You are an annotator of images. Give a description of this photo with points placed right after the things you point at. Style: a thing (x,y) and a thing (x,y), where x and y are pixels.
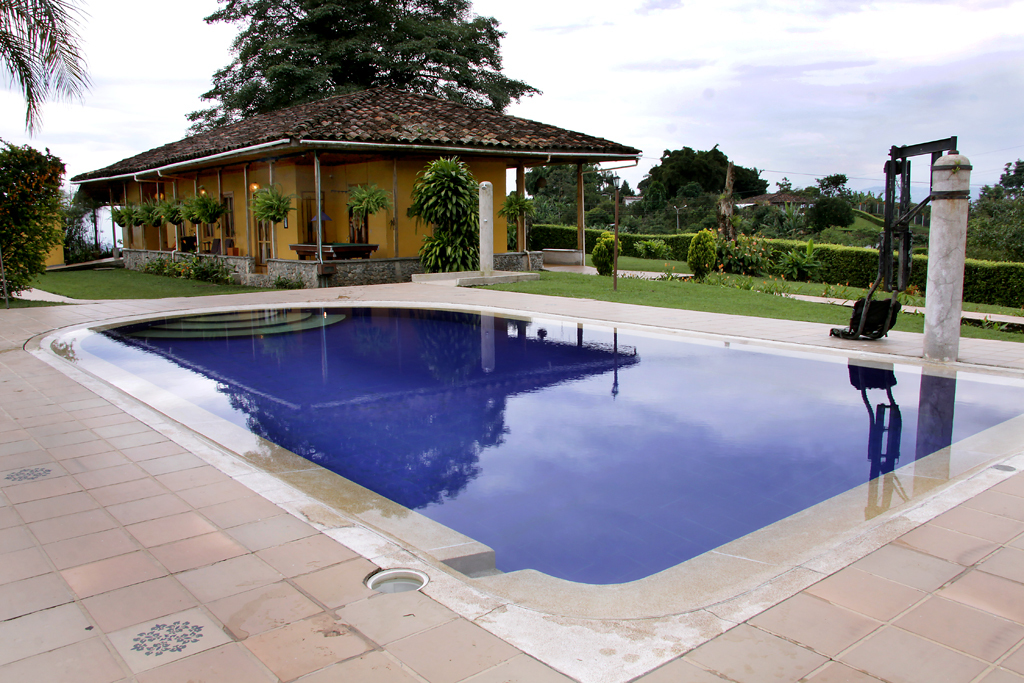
In the picture we can see a swimming pool (616,518) around it, we can see a path (91,476) with tiles (58,411) and behind it, we can see a grass surface (800,306) and a house (282,268) with some pillars (397,222) to it and beside the house (244,266) also we can see a grass surface (775,299) and some plants (750,290) on it and in the background (466,94) we can see trees (483,106) and sky (729,113) with clouds (714,75).
